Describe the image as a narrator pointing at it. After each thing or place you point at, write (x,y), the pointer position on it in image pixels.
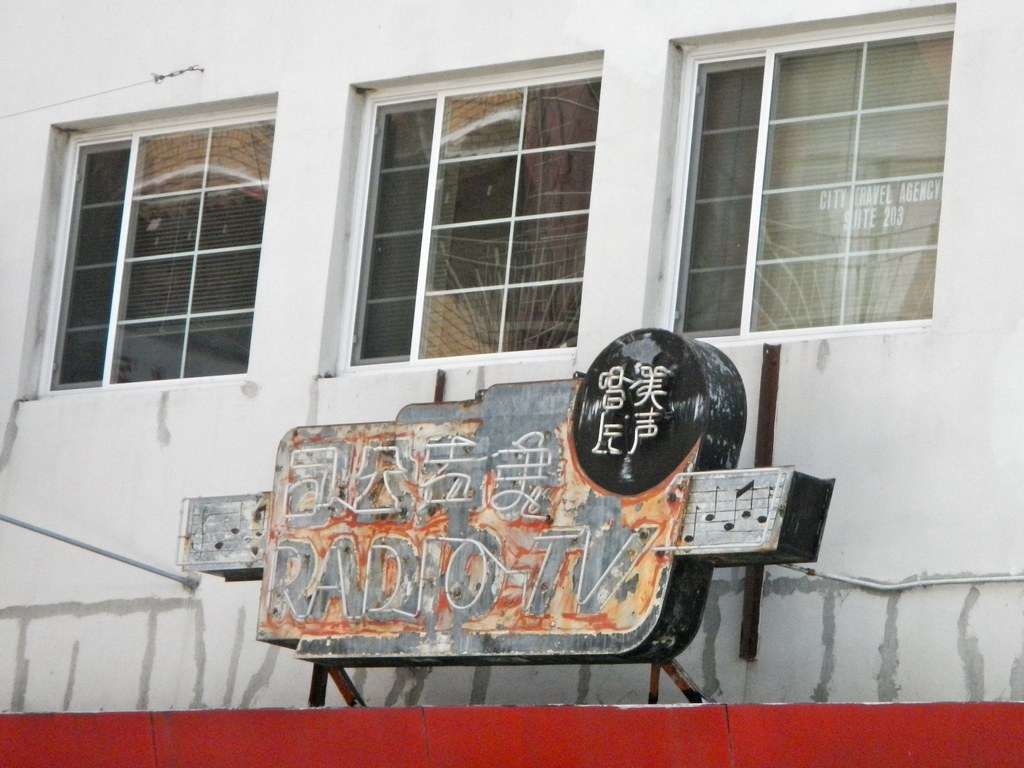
We can see board (454,593), wall (706,656) and glass windows (429,125).
